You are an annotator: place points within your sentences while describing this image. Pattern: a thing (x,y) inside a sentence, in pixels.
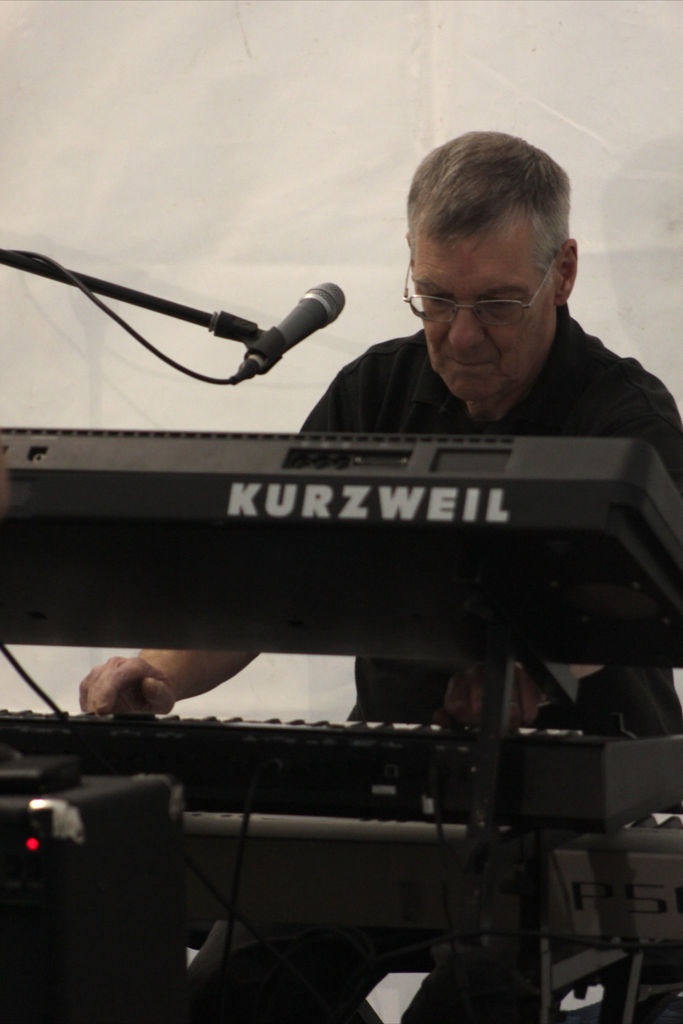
In this picture there is a person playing musical instruments (347,745). On the left (174,304) there is a microphone (284,335). At the bottom (100,872) there is a musical control system (103,853) and there are cables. In the background (352,55) it is a wall (305,91).
